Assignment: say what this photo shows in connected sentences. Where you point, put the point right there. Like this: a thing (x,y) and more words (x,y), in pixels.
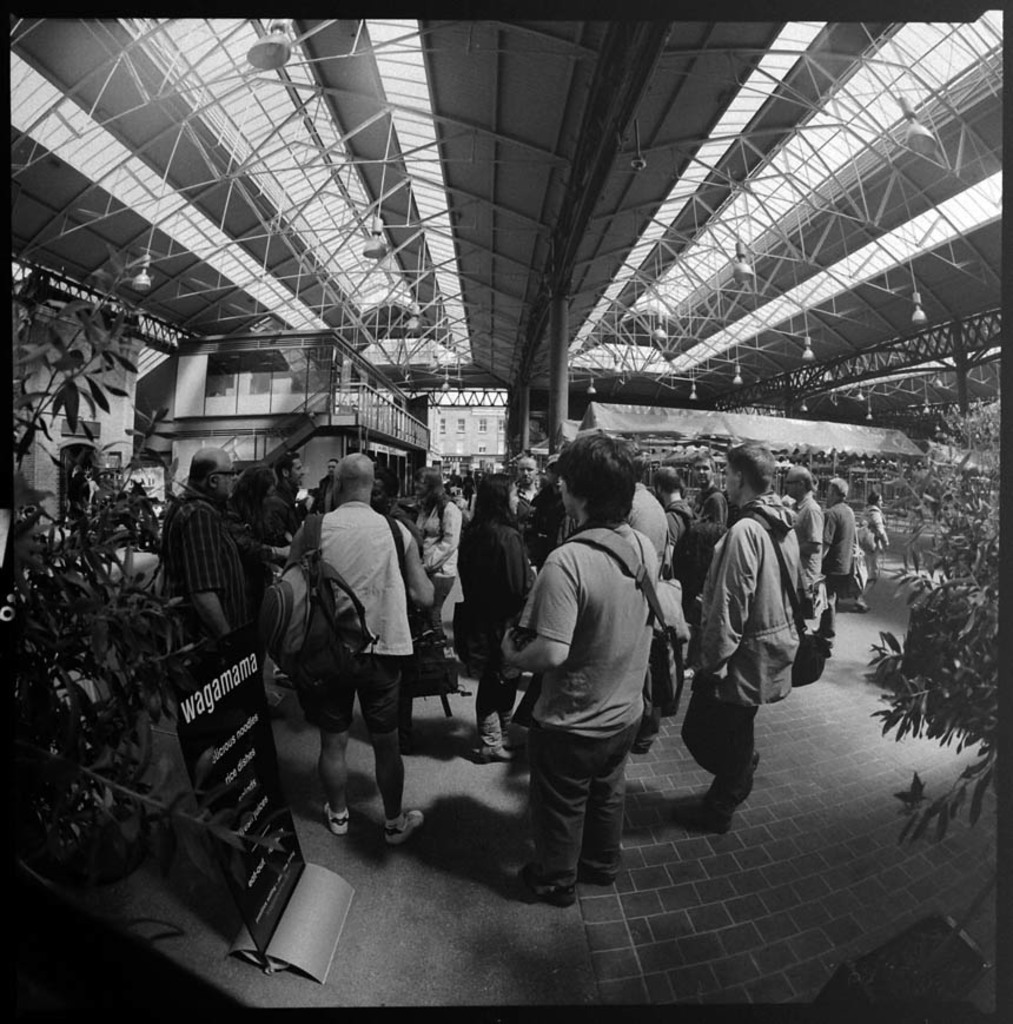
Group of people (437,552) standing and we can see plants (91,672) and board (268,855). On background (200,441) we can see wall (500,410), windows (445,426) and pillars (518,424). On top we can see lights (916,314).
